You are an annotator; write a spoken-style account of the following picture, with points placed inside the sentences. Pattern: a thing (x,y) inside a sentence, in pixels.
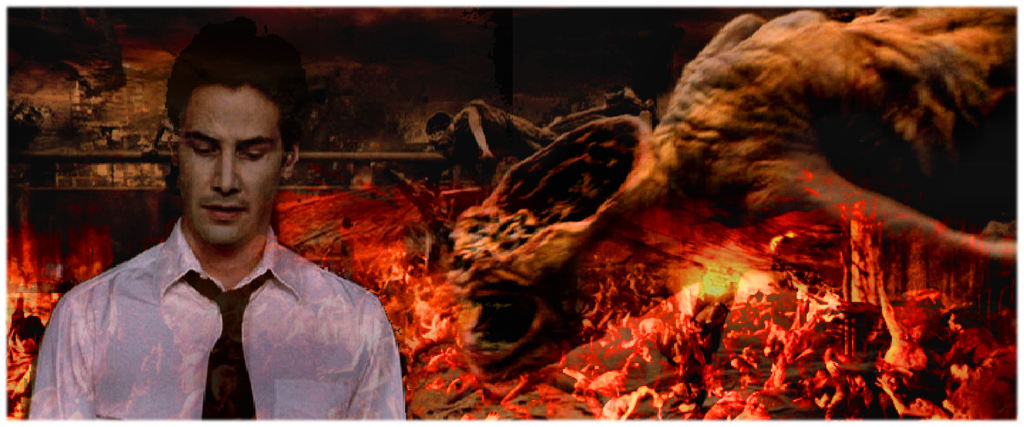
It is a graphical image in the image we can see a person (225,103) and fire (387,257).
